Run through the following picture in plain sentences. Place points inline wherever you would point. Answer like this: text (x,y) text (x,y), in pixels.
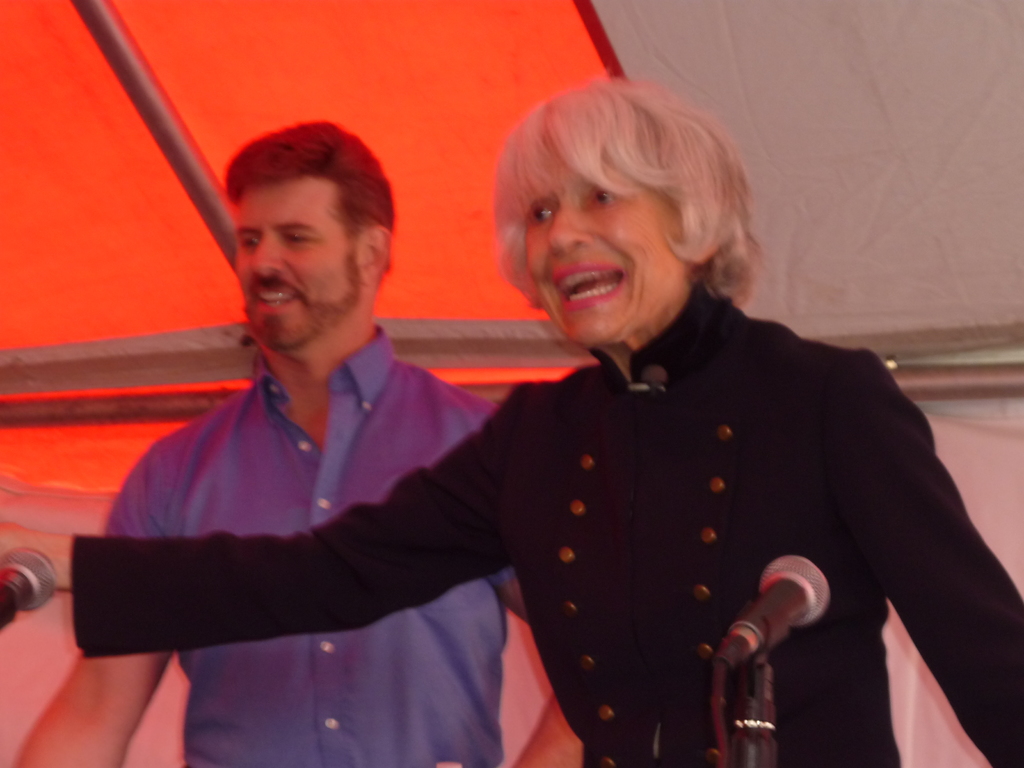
In front of the picture, we see the woman (669,430) in the black dress (669,430) is standing. I think she is talking. In front of her, we see the microphone (762,758). Behind her, we see a man (429,461) in the blue shirt (314,462) is standing. He is smiling. In the background (452,108), it is in white and red color. They might be standing under the red and white tent (52,649). On the left side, we see the microphone (0,586).
